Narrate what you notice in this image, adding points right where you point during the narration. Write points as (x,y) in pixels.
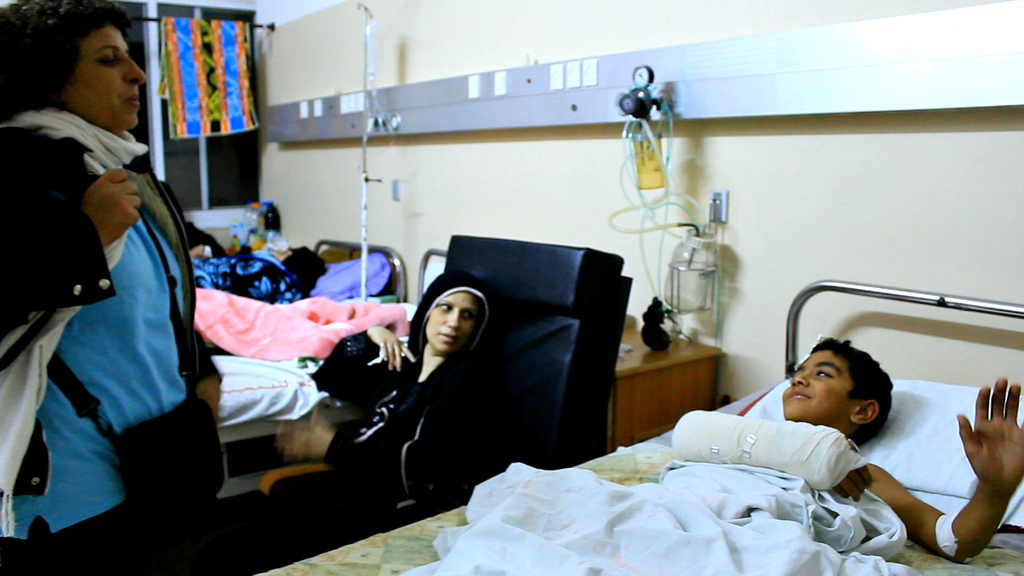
In the picture we can see inside view of the hospital (871,181) with beds (613,528) and patients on it and between the beds (371,546) we can see saline bottles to the stand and a woman (119,343) standing wearing a bag (170,279) near the patient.
